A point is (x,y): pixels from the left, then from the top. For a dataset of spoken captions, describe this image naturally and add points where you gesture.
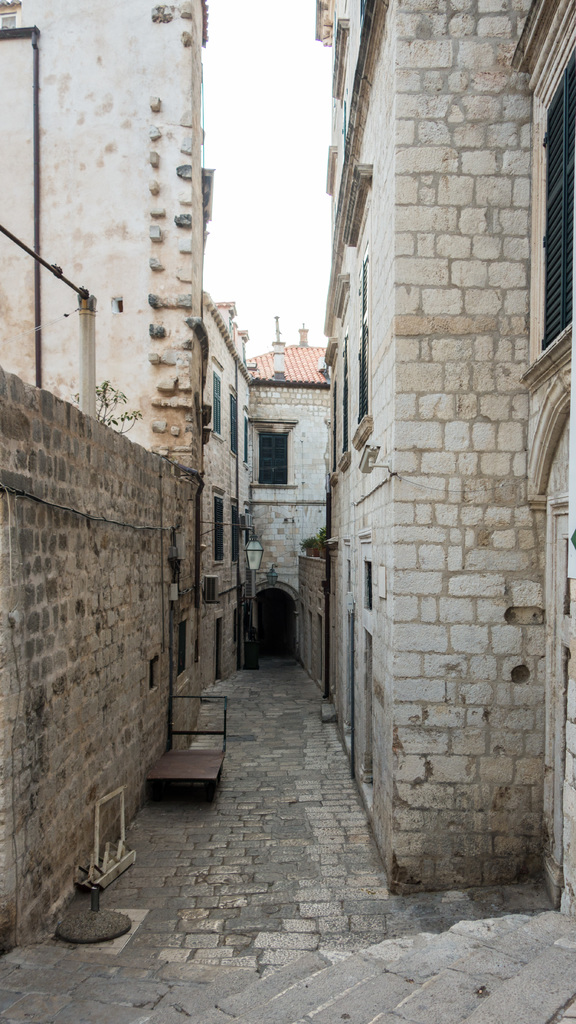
In this image I can see few buildings (541,705), windows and the trolley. In the background (274,162) the sky (271,222) is in white color.
